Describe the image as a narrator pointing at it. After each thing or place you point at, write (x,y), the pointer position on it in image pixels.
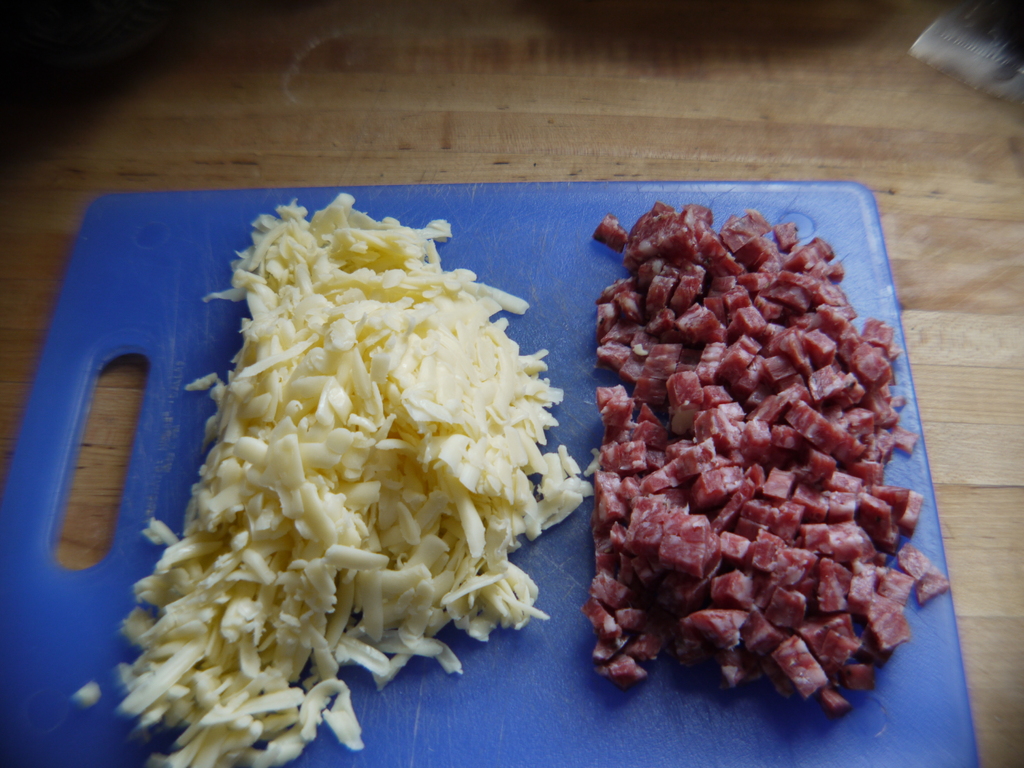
In this image we can see some food item (422,562) and meat (631,462) are cut and kept on the blue color chop board (126,219) which is placed on the wooden surface (699,164).
